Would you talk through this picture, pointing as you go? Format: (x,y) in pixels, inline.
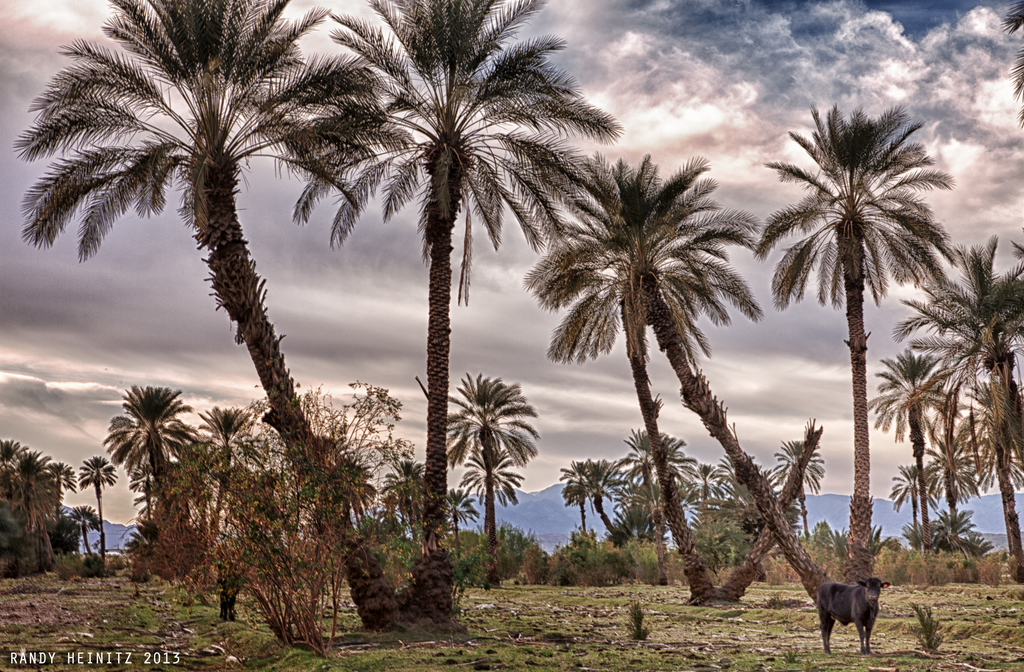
In this image we can see an animal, there are plants (347,481), trees (571,477), also we can see the sky (319,342), and the text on the image.
